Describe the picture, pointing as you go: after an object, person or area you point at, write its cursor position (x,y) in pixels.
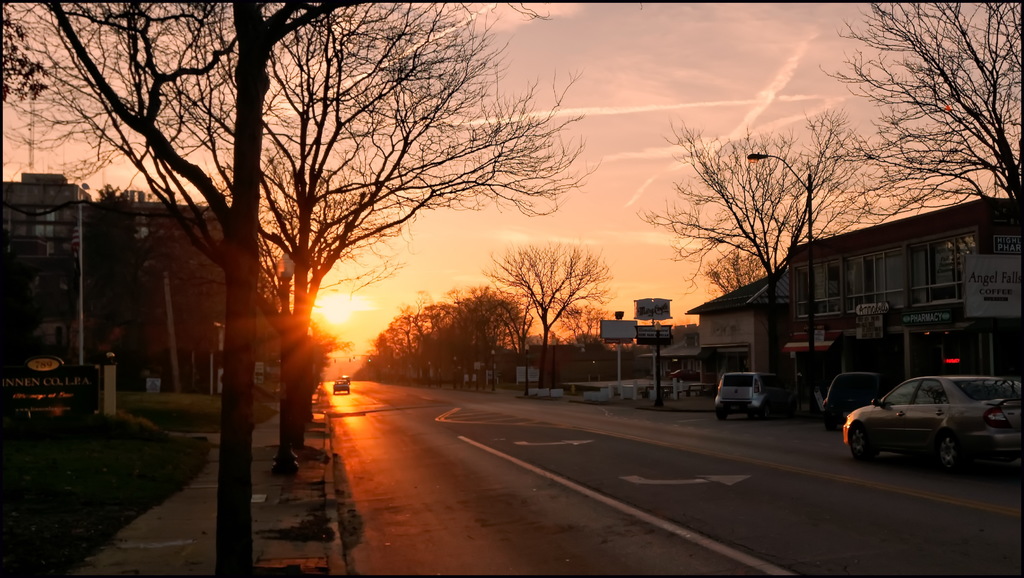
In the foreground (239,477) I can see fleets of cars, buildings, trees (293,390), street lights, boards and a road (550,472). On the top (659,83) I can see the sky (498,113). This image is taken on the road (381,464).
